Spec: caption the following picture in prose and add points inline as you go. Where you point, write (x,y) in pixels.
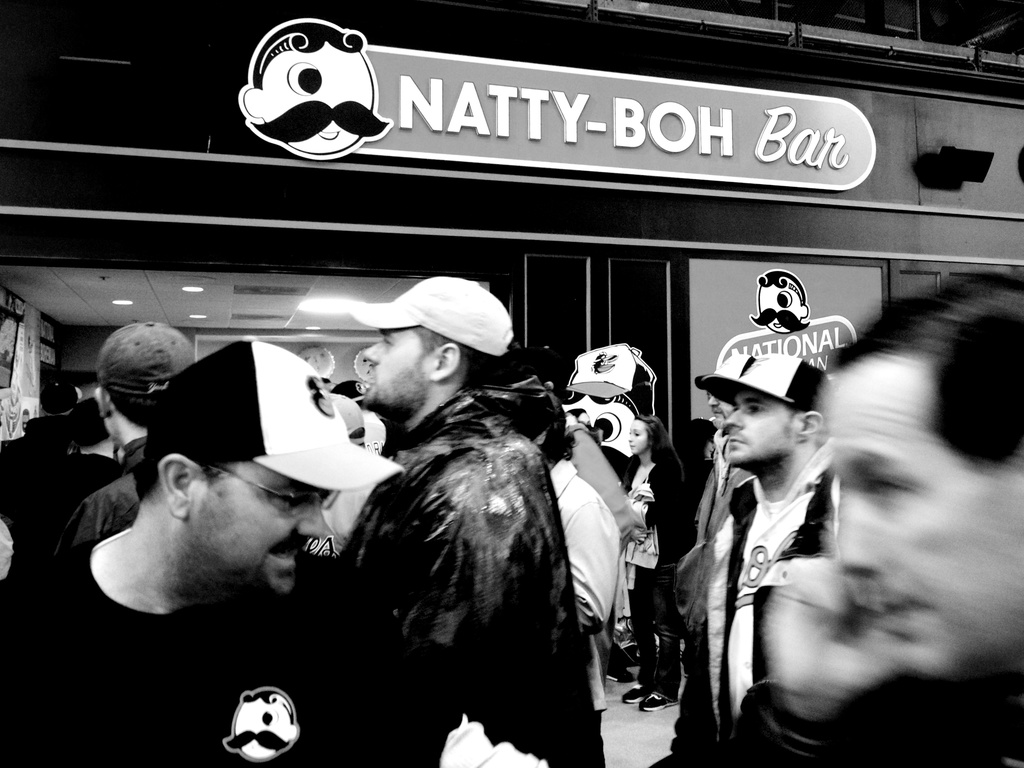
In this image there are group of persons (514,477) standing and walking. In the background (690,286) there is a building (682,209) and there is a board (609,153) on the building (637,212) with some text (532,137) written on the board (607,122). The man (965,607) in the front of the right side (917,589) is speaking on mobile phone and on the left side (248,630) the man (240,609) is smiling.
